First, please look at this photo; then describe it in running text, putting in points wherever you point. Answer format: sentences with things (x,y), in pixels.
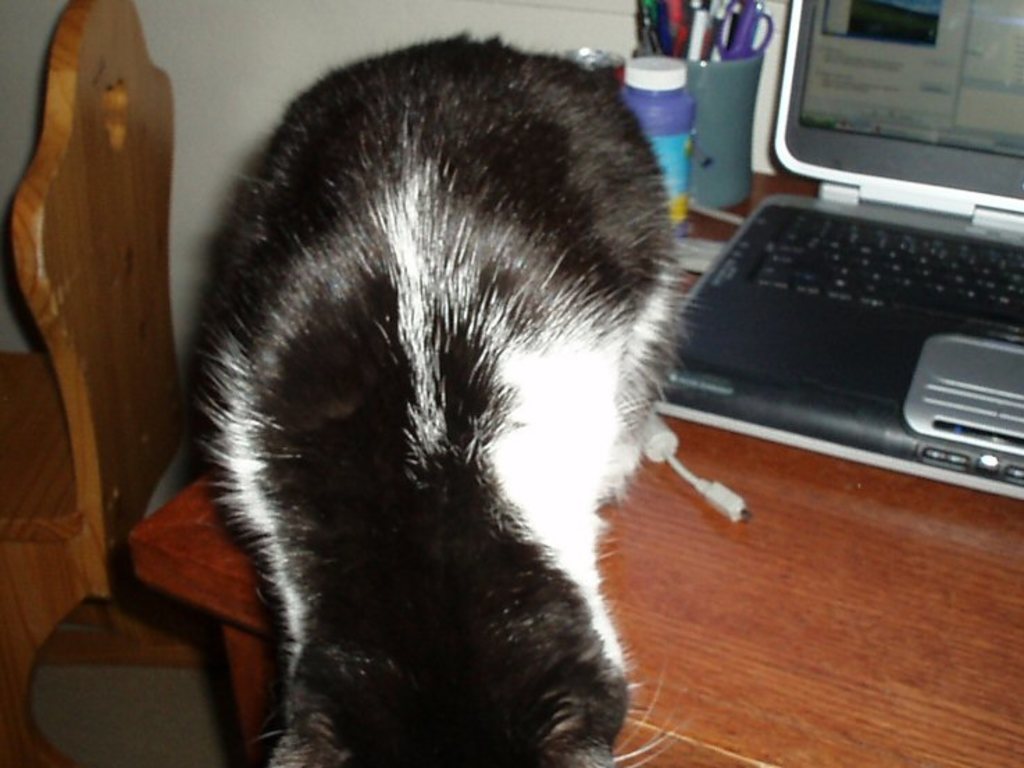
In this image we can see one chair (48,588), one laptop (919,120) on the table (898,488), one cat (520,529) on the table (762,595), one bottle (638,106) and some objects (697,159) on the table (744,540).
